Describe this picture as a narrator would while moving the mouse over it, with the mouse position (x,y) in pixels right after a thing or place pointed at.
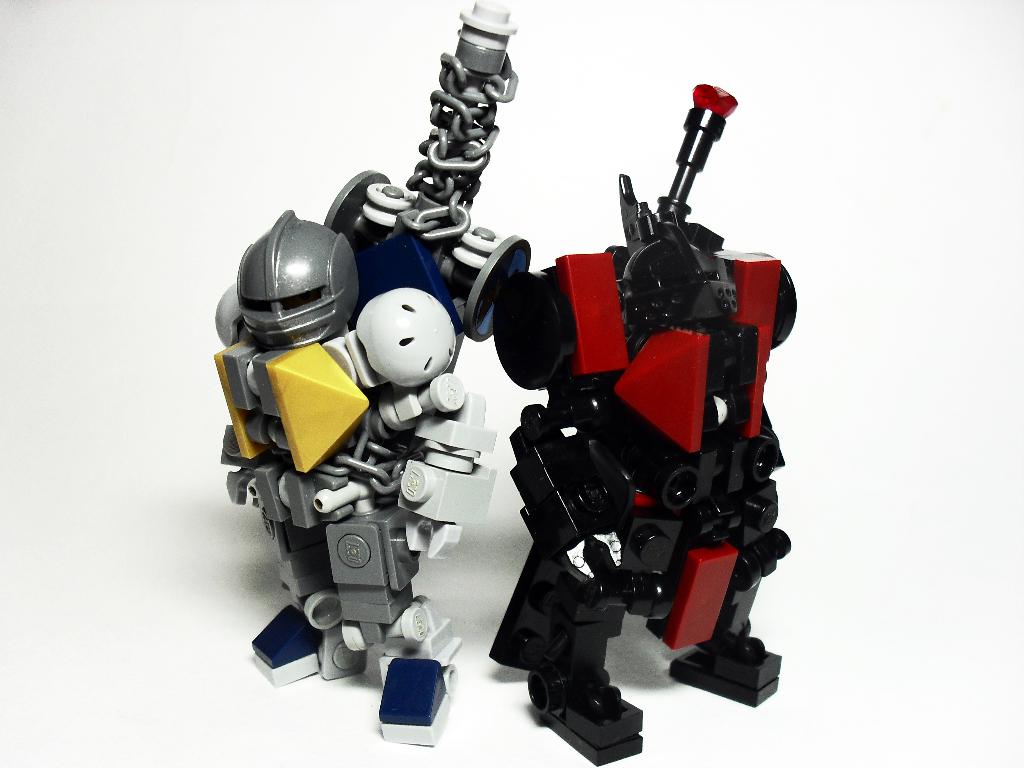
In this image we can see there are two toys (285,443) with white background.
